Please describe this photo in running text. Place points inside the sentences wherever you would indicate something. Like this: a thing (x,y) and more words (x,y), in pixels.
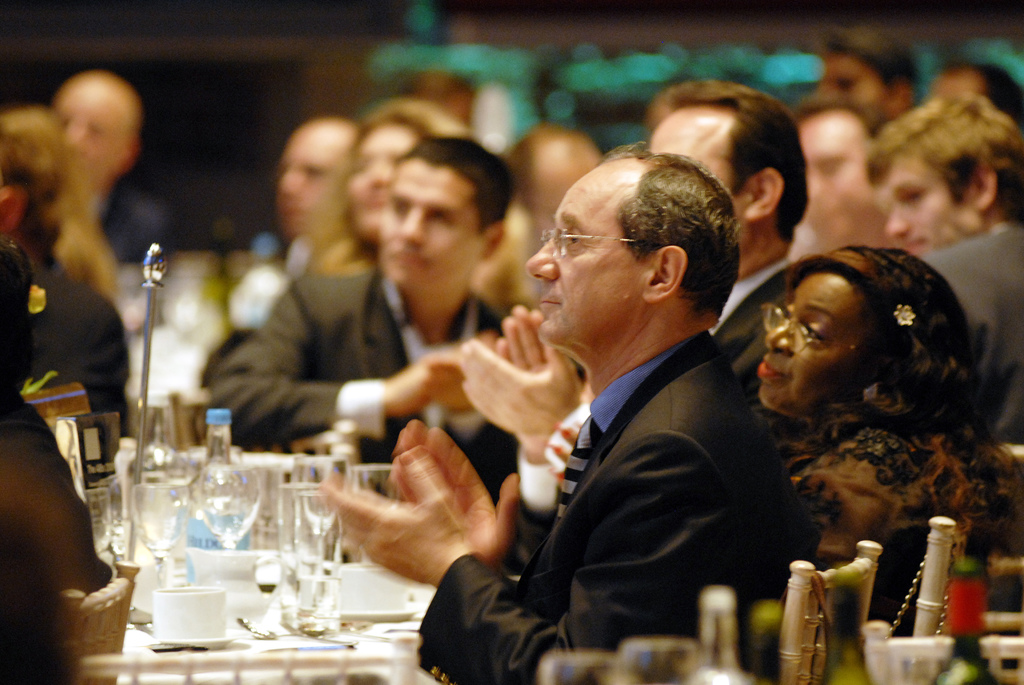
In this image we can see many people (663,336) sitting on chairs (850,567). Two (824,546) are wearing specs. And we can see glasses (178,525), bottles (212,422), cups (355,569) and saucers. In the background (343,169) it is looking blur.
